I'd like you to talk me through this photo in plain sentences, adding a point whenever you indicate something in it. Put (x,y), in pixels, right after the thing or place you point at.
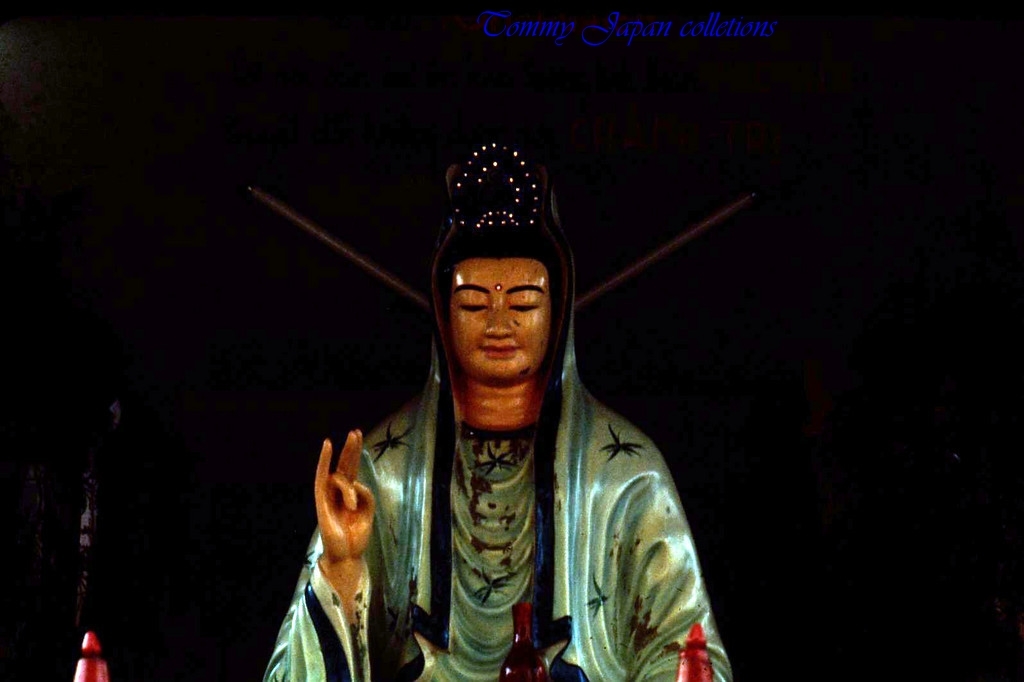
In the picture there is a statue (441,419) and the background of the statue (646,582) is dark.
